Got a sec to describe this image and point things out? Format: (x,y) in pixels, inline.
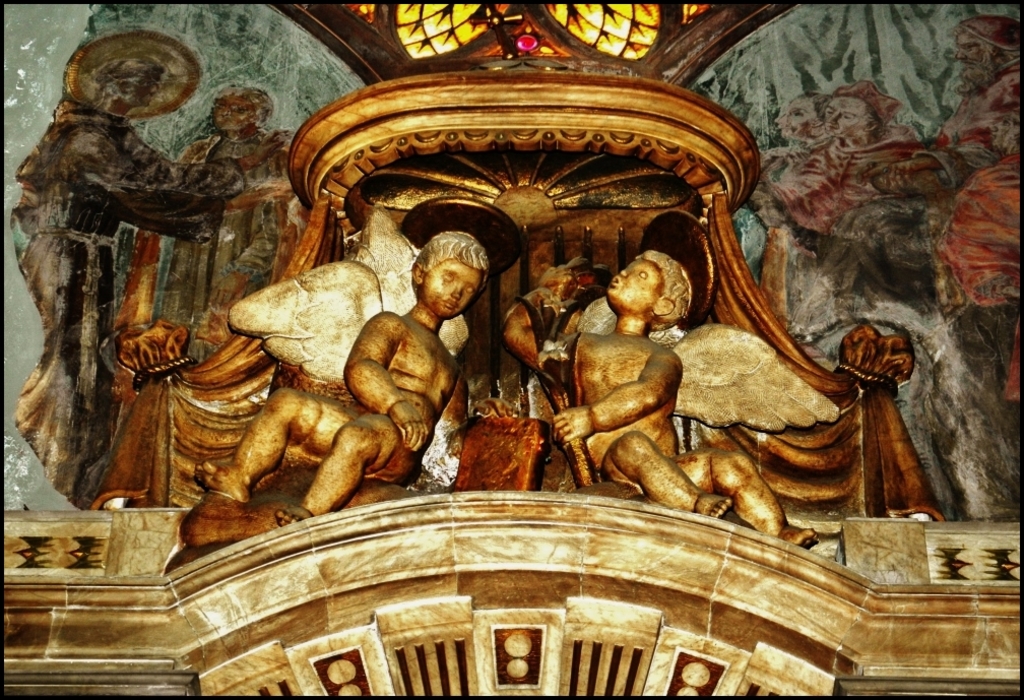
In this image we can see a wall (172,219) with painting (178,177) and design (478,329) and we can see the sculptures (519,318) on the wall (603,524). At the top (609,27) there are windows (592,39).
